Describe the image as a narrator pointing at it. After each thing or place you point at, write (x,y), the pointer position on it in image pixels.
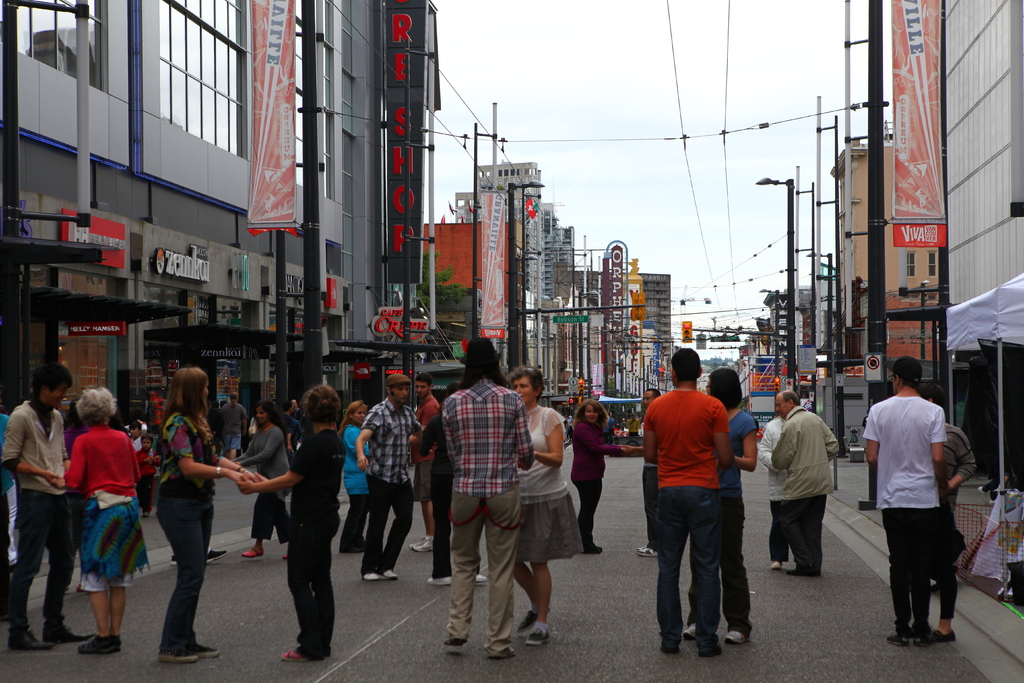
In this image there is a road (585,626) on which there are few persons (444,454) who are holding the hands (267,482) on another person (315,476) and standing on the road (572,570). There are buildings (989,198) on either side of the road (581,594). On the footpath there are poles (839,270) with the wires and lights (773,185). Below the buildings (191,292) there are stores (267,317). There are hoardings (271,117) to the poles (312,320). On the right side (1006,345) there are tents (1005,371) on the footpath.
